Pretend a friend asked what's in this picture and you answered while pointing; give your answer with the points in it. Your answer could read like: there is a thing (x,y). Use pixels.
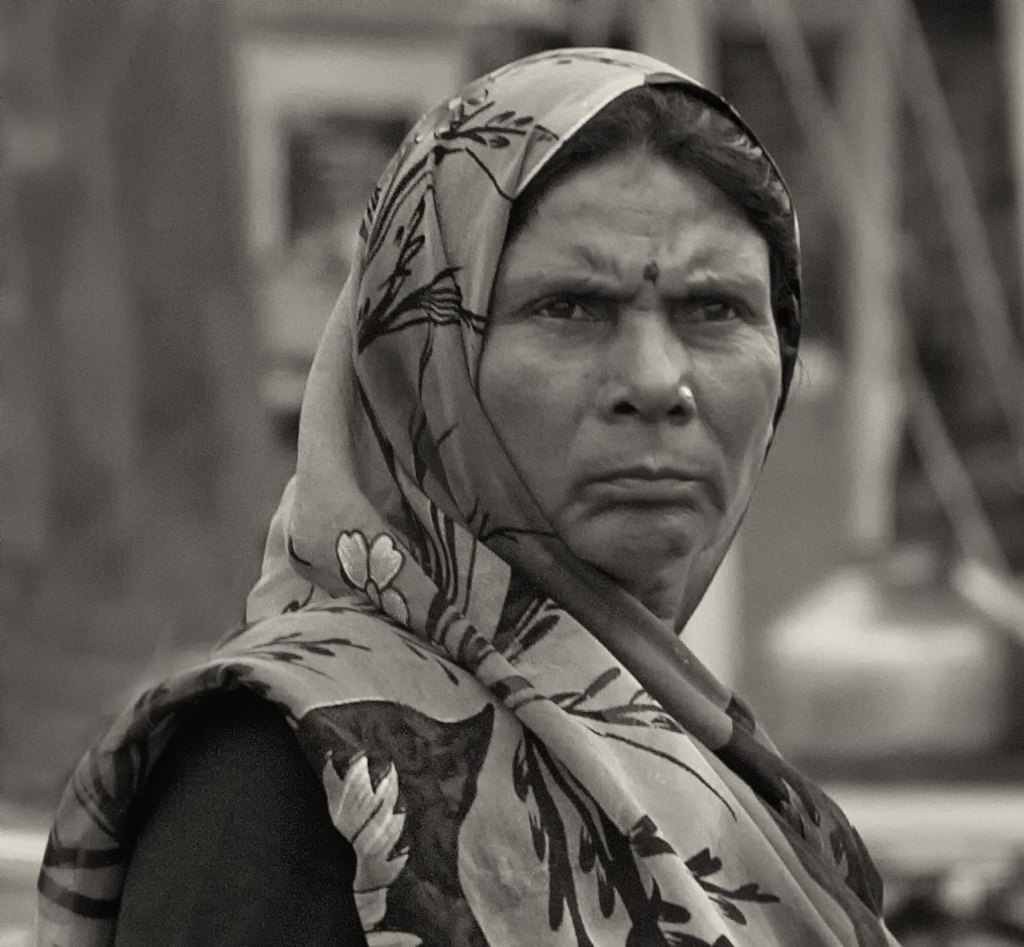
This is a black and white image. In the center of the image (364,343) there is a lady (387,440) wearing a saree (435,678).
